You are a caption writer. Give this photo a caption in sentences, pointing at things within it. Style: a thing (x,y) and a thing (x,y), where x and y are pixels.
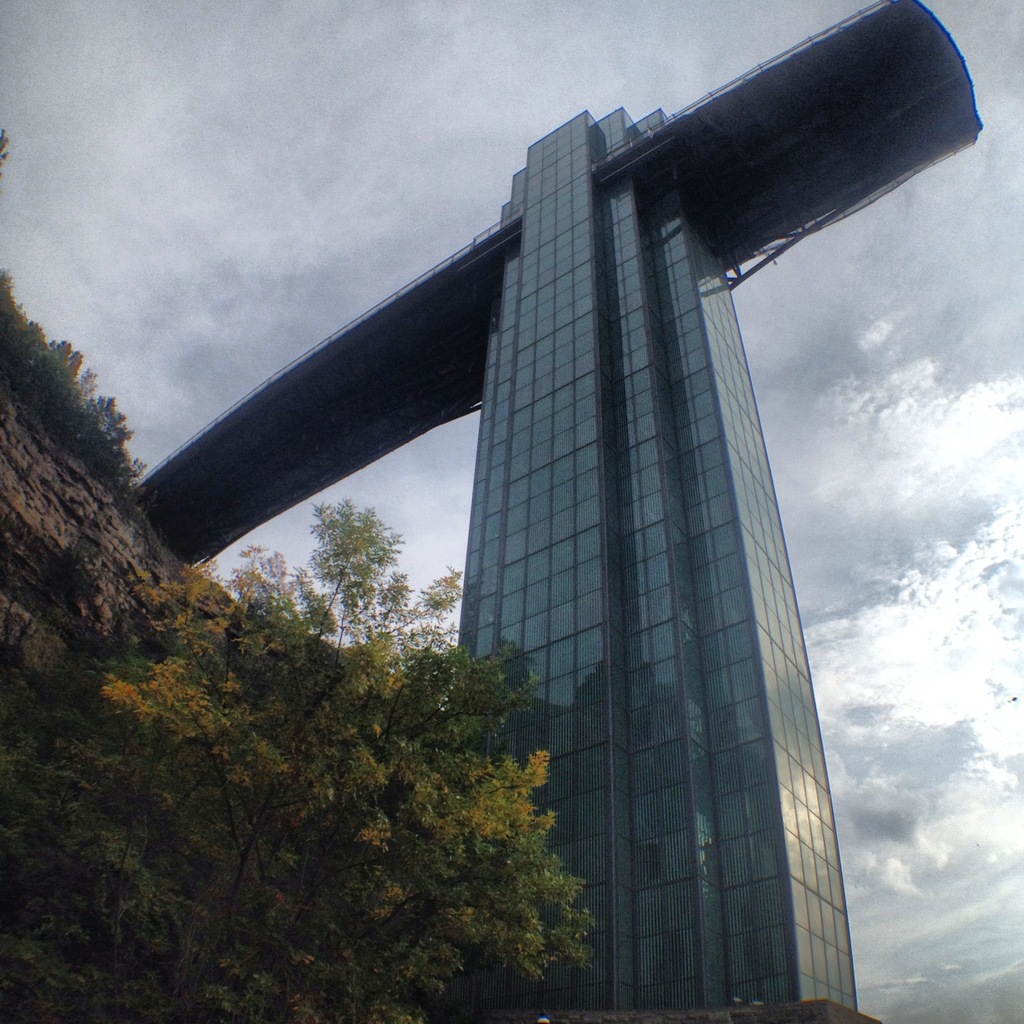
In this picture we can see a building (513,343), trees (415,667) and in the background (182,249) we can see sky (905,399) with clouds (176,250).
